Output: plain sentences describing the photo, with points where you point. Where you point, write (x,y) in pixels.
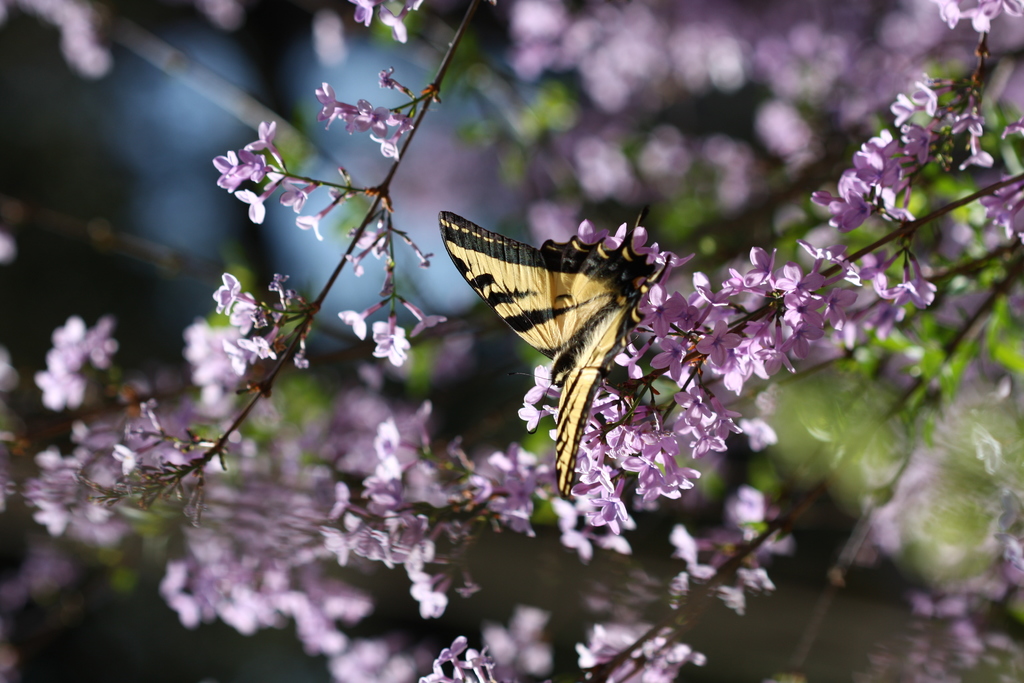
In the picture I can see the stem (944,214) of flowering plants (927,304) and I can see a butterfly (637,310).
